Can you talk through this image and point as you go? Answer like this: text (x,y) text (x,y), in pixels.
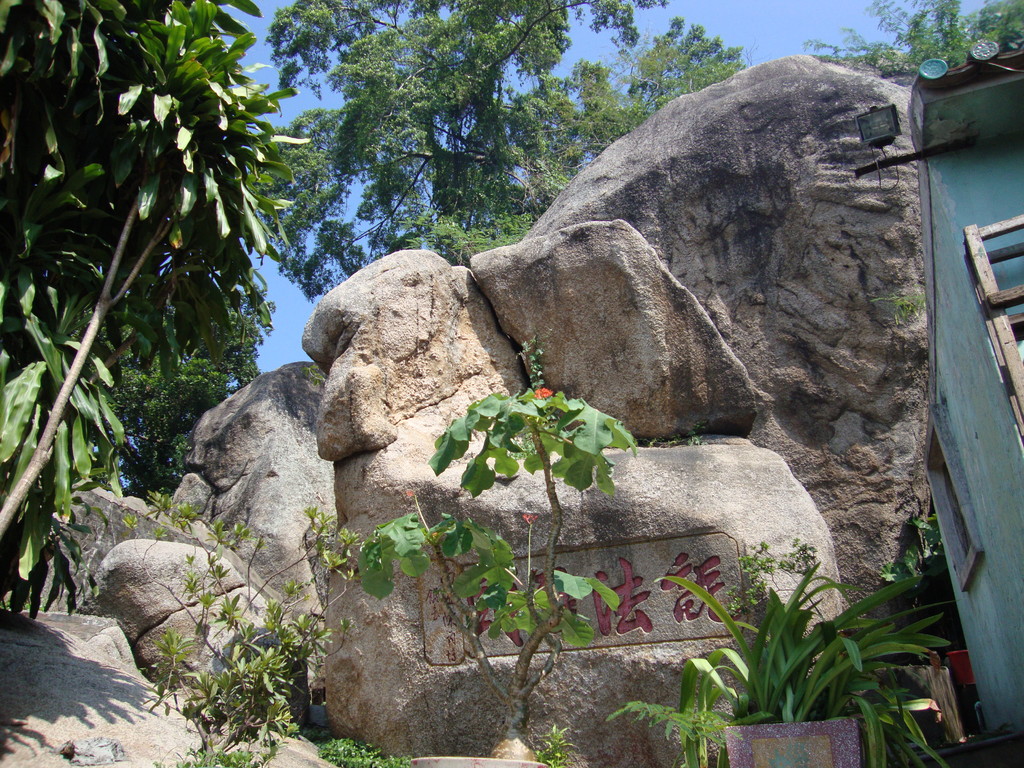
In this image we can see potted plants (802,764), rock (533,495) and trees (625,82). We can see house (975,403) on the right side of the image (982,369). The sky (797,19) is in blue color.
